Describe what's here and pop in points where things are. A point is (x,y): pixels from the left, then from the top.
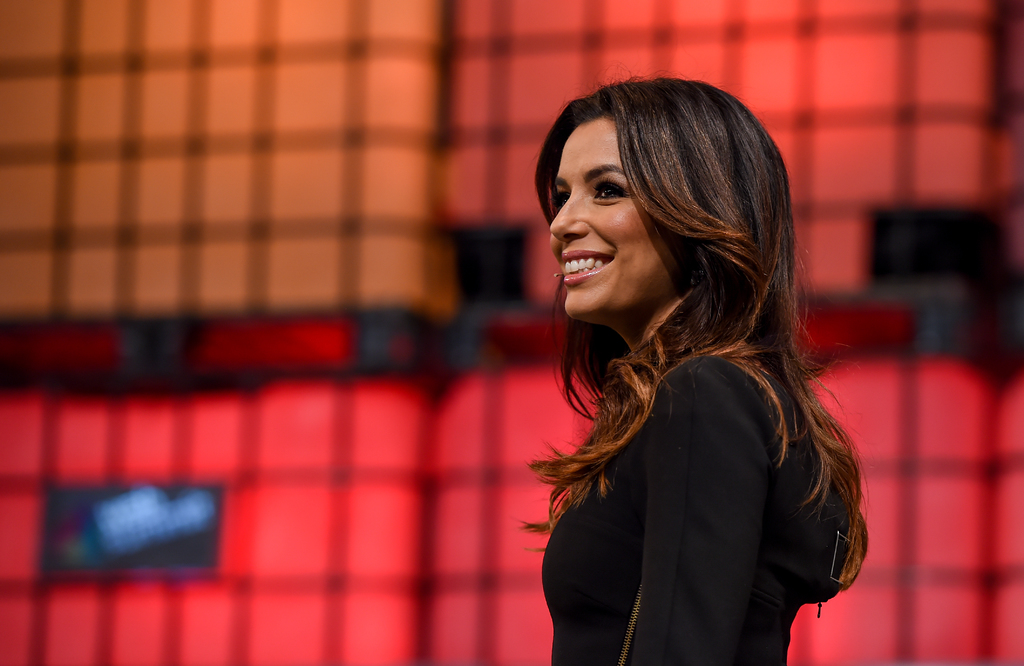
In this image we can see a woman (644,367) is smiling. In the background (255,357) the image is blur but we can see objects (229,510).
